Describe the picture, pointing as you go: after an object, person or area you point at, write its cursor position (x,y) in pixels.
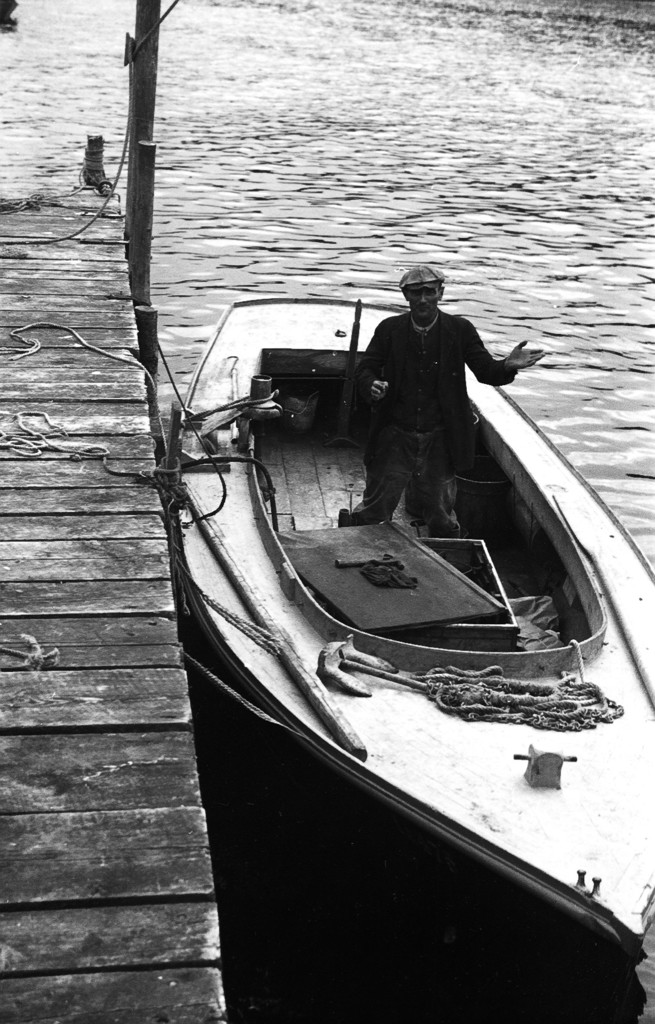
In this image I can see few objects (471,449) and the person (444,443) is standing in the boat (518,561). I can see the boat (580,522) on the water surface (612,468). I can see the wooden path (65,364), ropes (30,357) and few wooden logs (150,60).
